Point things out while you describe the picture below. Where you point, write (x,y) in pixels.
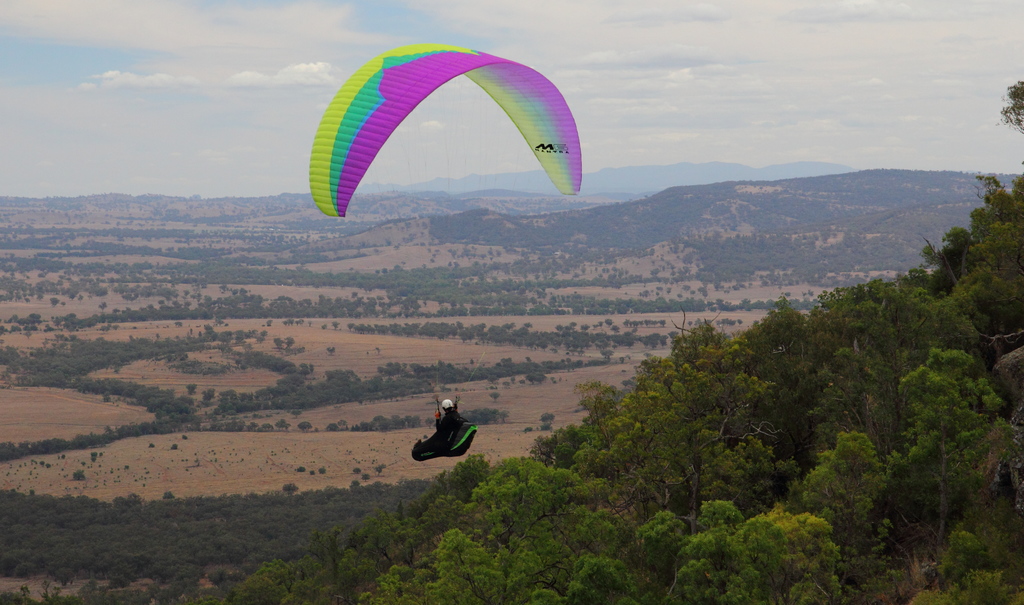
In this image in the center (358,210) there is one person (438,438) who is paragliding, and there are trees (878,424). In the background (736,212) land (170,367), trees (448,242) and mountains (288,210), at the top (224,69) there is sky (237,132).
